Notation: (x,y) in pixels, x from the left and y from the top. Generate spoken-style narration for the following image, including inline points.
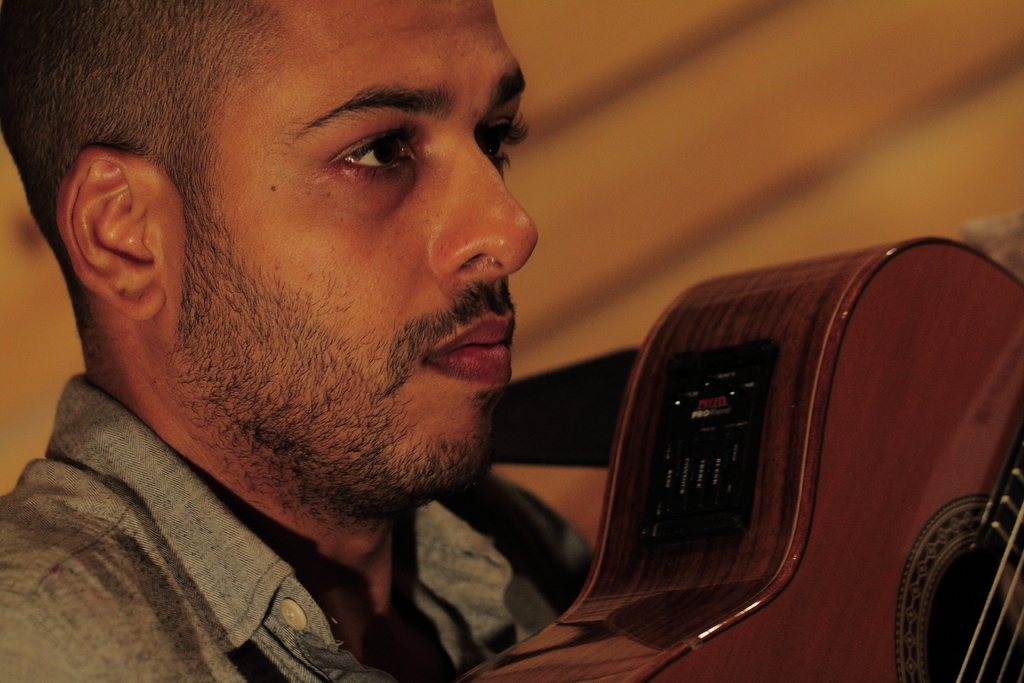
This is the picture of a man (134,345) holding a music instrument (776,535) on the instrument (785,512) there is a some sticker (703,460). Behind the man (360,297) is in beige.
